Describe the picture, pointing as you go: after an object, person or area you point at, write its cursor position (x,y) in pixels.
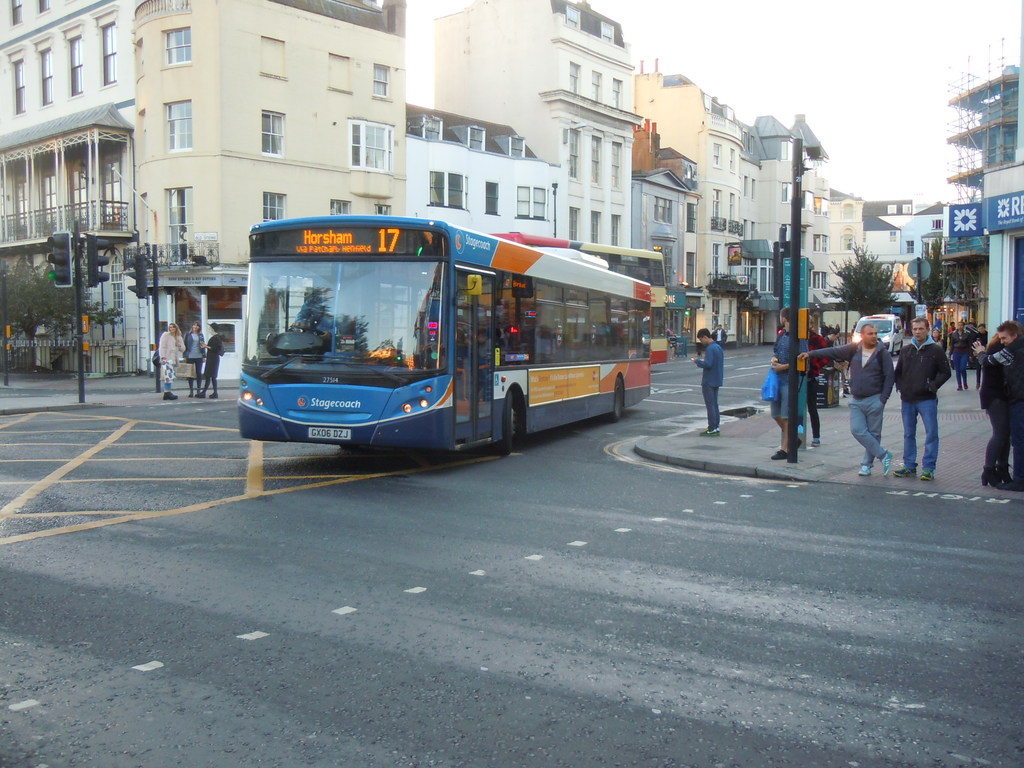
In this picture there are people (924,343) and we can see vehicles (639,284) on the road (576,472), poles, boards (921,271), traffic signals (90,262), trees (941,268), railings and buildings (1017,300). In the background of the image (927,101) we can see the sky (921,125).
